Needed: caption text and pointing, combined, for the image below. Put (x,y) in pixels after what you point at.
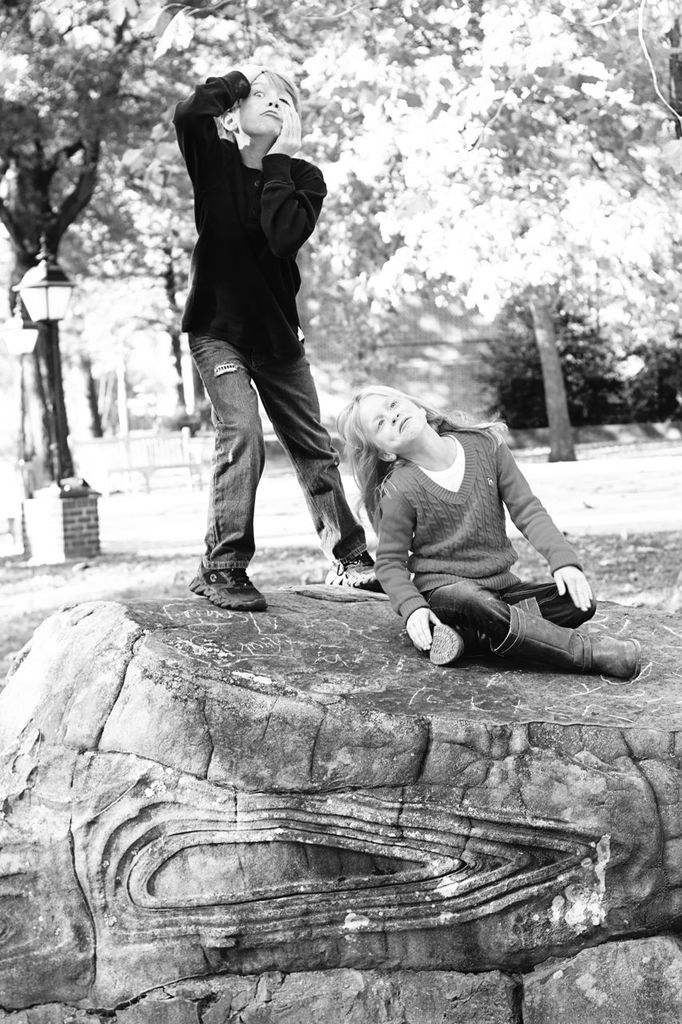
It looks like a black and white picture. We can see two kids (446,659) on a rock (452,670) and behind the kids (382,483) there are trees (676,244) and some other items (125,471).
